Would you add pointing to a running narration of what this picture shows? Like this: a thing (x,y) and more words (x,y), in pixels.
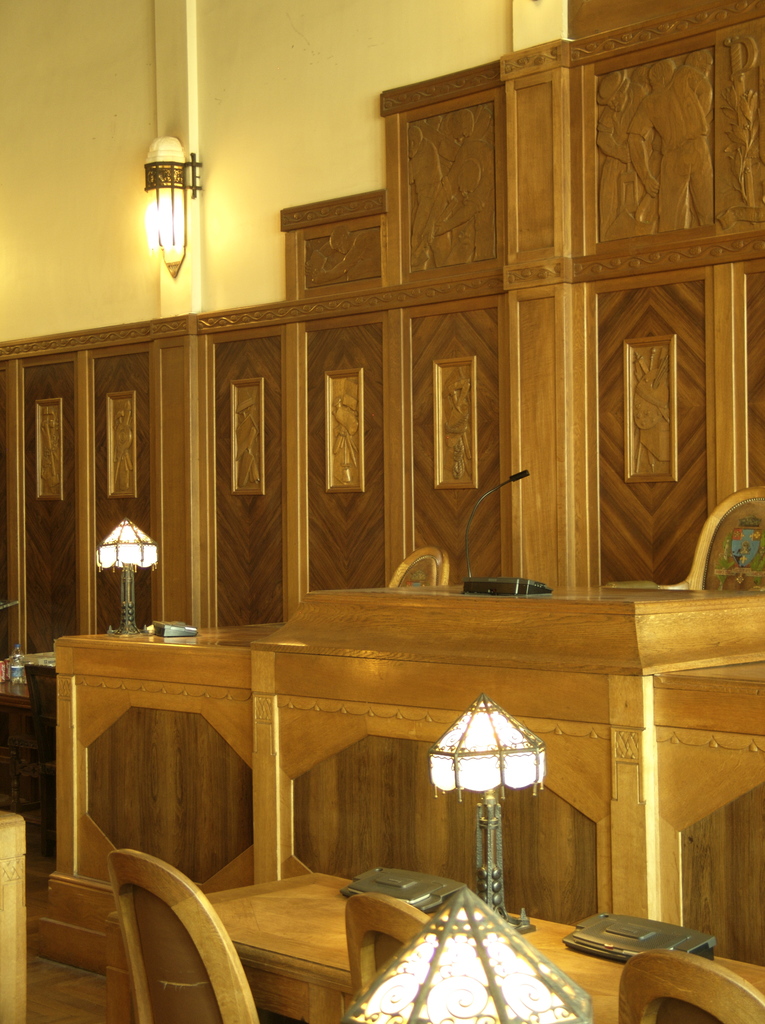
In the image we can see chairs (368,959), table (330,893) and on the table (340,857) there is a lamp (494,767) and other objects (384,868). This is a microphone (478,580) and a wooden wall (391,452), on it there is a design (357,437). This is a wall (278,108) and a water bottle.
